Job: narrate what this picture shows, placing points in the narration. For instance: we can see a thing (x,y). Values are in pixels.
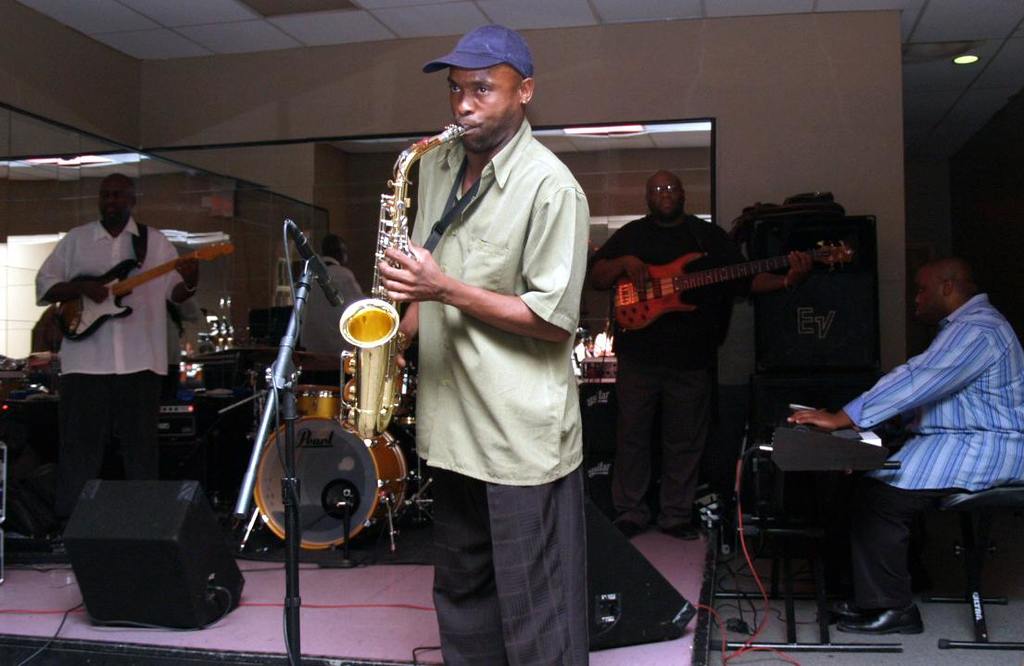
In this picture we can see a man (464,224) who is playing a saxophone (393,327). Here we can see two persons (679,232) are playing guitar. And these are some musical instruments (598,378). On the background (757,150) there is a wall (815,89) and this is light (970,60).
